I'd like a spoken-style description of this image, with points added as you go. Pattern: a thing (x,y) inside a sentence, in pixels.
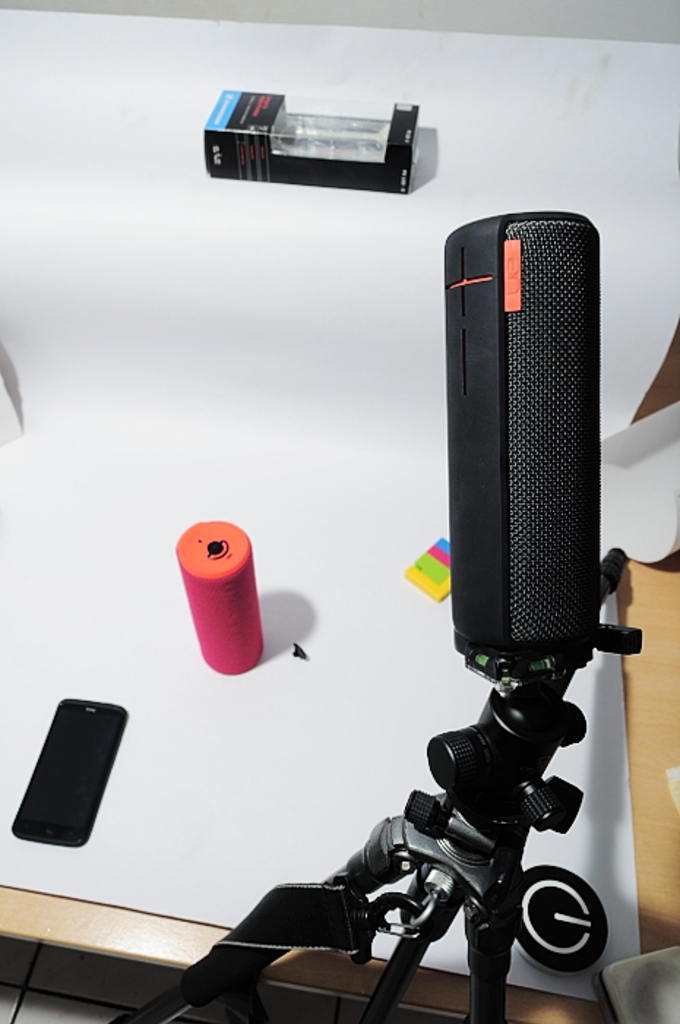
On the right side of the image (515,569) we can see a speaker (565,585), and we can find a mobile (99,708), box (259,128) and other things (241,655) on the table (271,532).
